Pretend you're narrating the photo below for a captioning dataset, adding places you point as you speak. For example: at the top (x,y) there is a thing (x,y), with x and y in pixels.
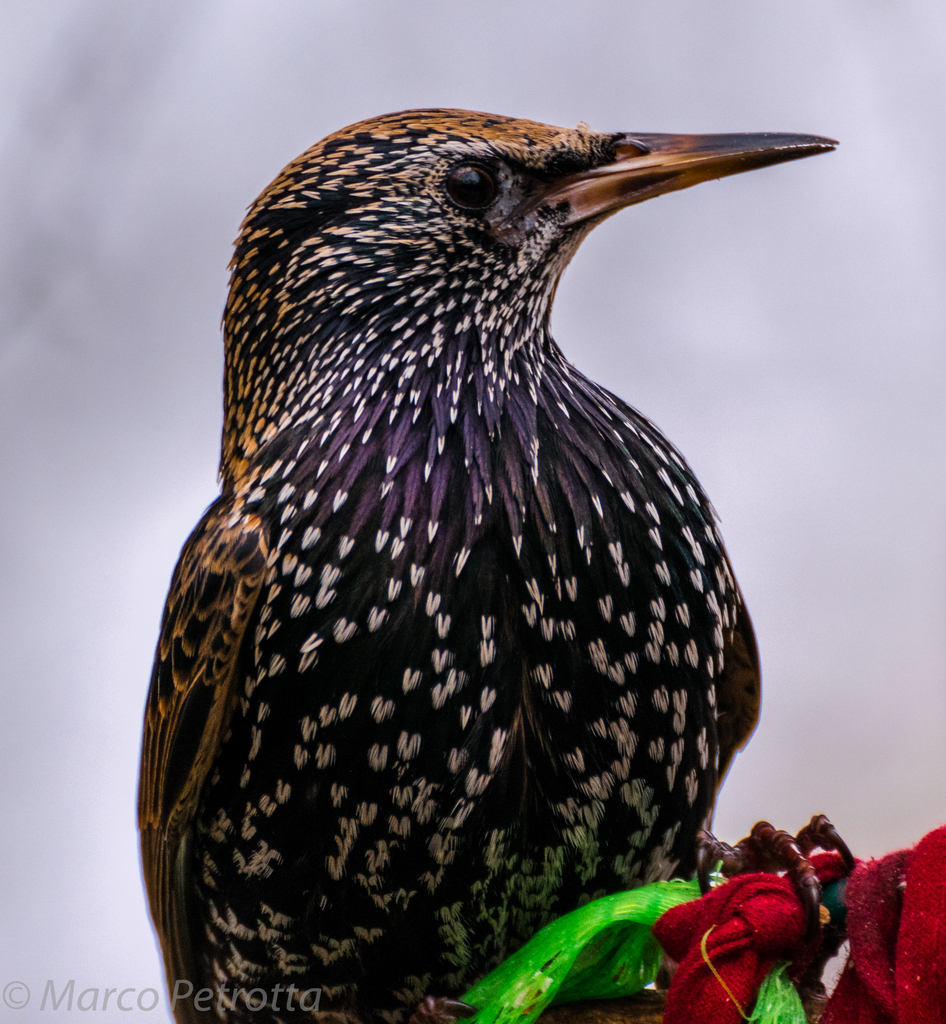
In this picture we can see a bird (499,476) in the front (504,406), at the right bottom (639,911) there are ribbons (796,940), we can see the sky (73,381) in the background (54,200), at the left bottom (123,1000) we can see some text (149,986).
